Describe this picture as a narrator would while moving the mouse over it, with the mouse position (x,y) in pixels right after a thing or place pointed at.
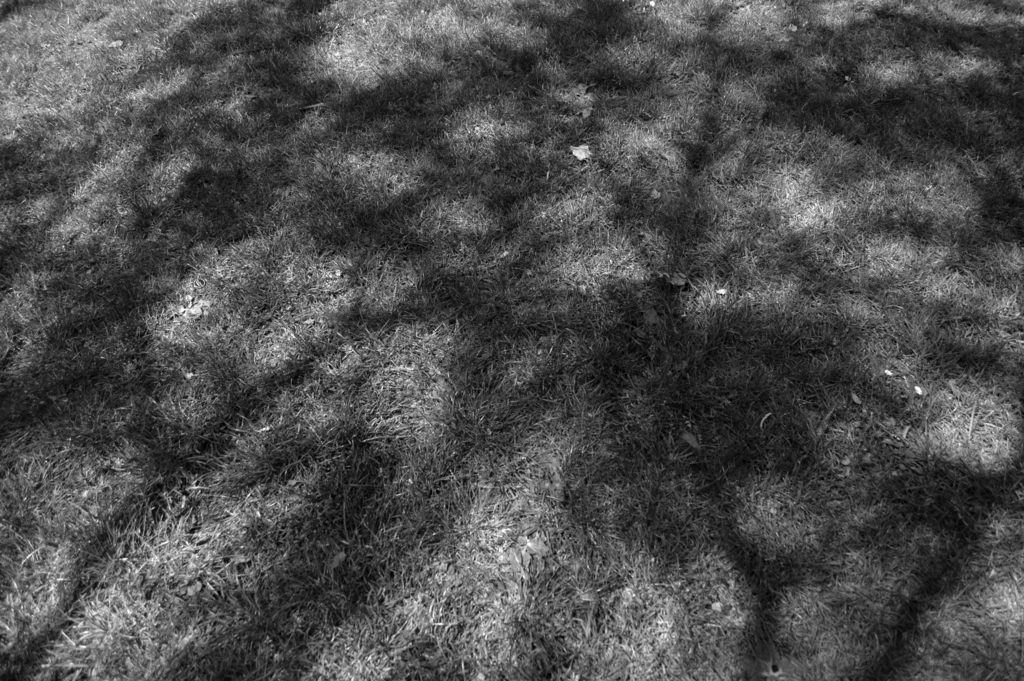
This is a black and white image. In the image there is grass (623,422) on the ground (580,345).
